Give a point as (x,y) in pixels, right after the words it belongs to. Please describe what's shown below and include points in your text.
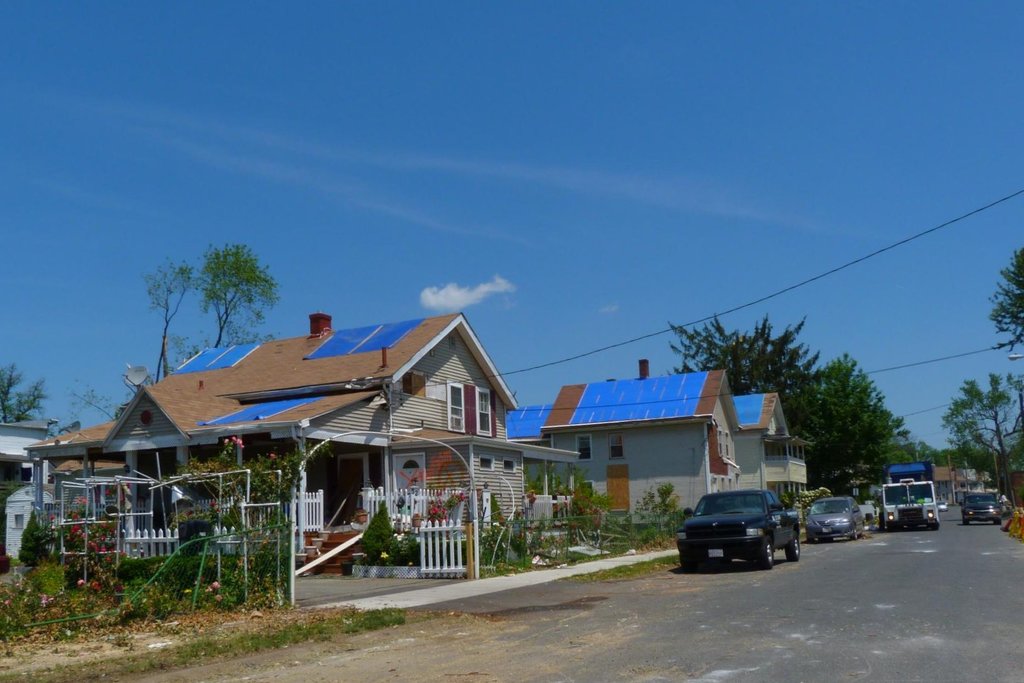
In this picture I can observe a road (751,579) on which there are some vehicles (774,518) parked. I can observe some plants (669,498) and houses (212,385) in this picture. In the background (780,389) there are trees (720,329) and a sky (375,195).
